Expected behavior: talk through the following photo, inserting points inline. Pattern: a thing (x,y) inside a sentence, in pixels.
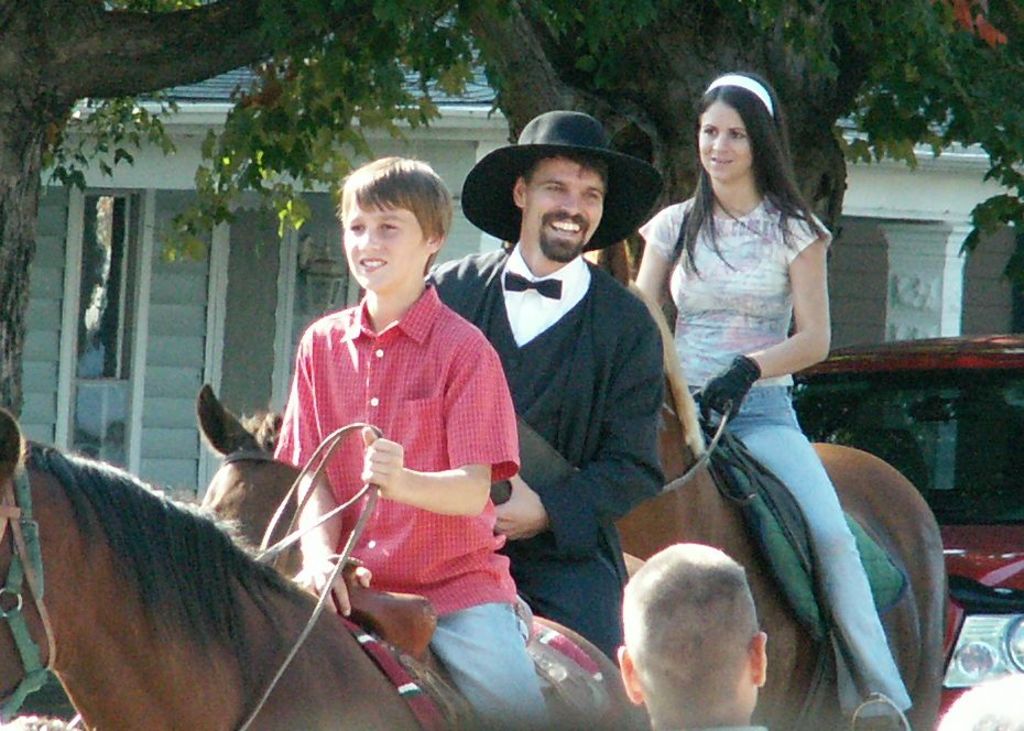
In this image, There are some people (768,438) sitting on the horses (215,561) and there is a man (678,651) standing and he is looking at the horse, In the background (936,366) there is a red color car (936,409) and there are some green color trees (690,80).
